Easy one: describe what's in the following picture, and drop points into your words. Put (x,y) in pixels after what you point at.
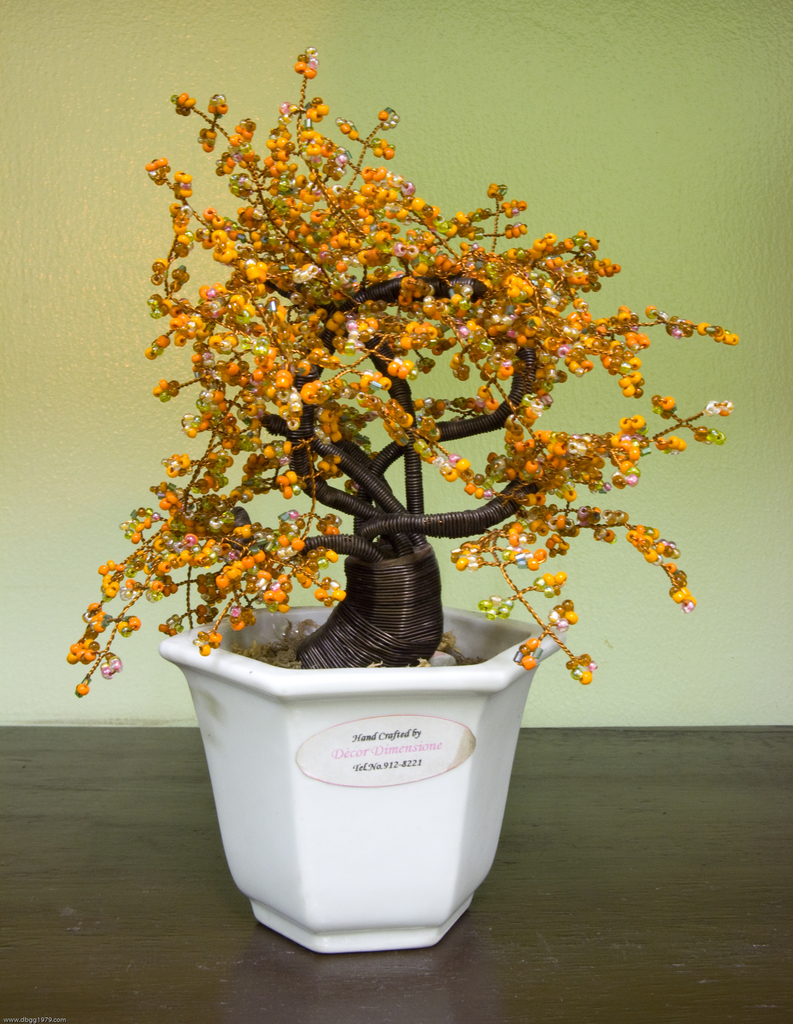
In this image we can see a plastic plant (410,491) with objects (526,397) to it in a pot (371,735) on a platform (762,999). In the background (583,213) we can see the wall (583,213).
